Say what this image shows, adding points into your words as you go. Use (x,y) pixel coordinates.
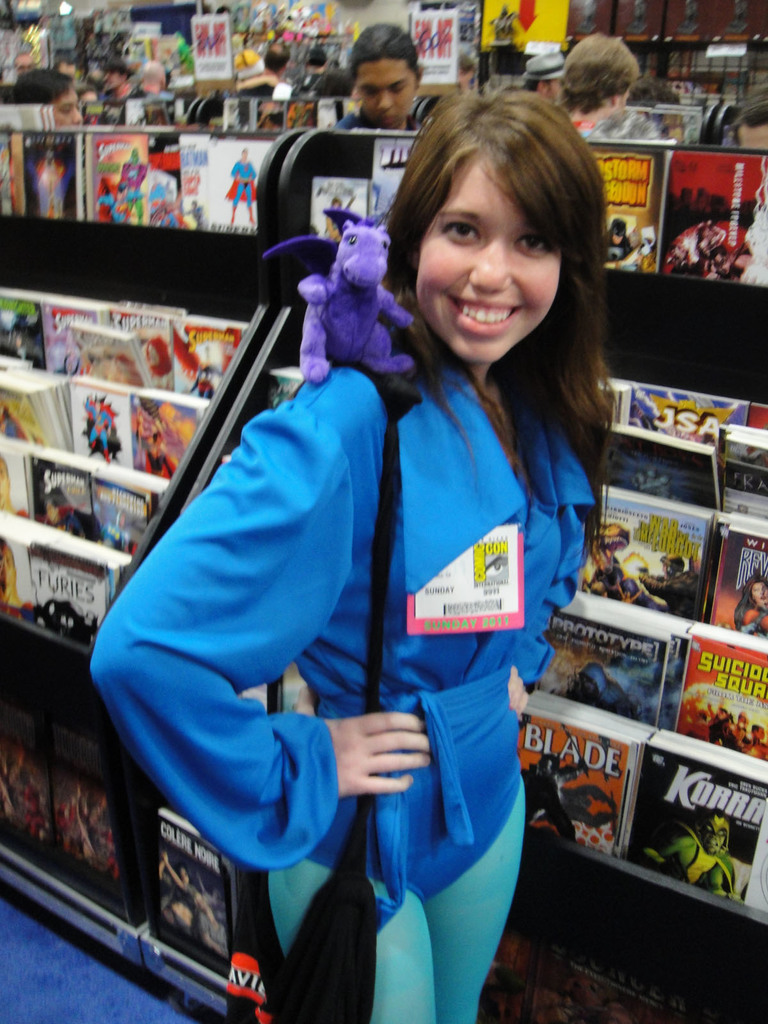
In the foreground of the picture (404,716) we can see a woman (460,442). In the middle (259,349) there are people (26,90), bookshelves (285,154), books (355,201) and other objects (327,293). In the background (212,30) we can see posters (486,1), books (7,164) and people (595,121).
